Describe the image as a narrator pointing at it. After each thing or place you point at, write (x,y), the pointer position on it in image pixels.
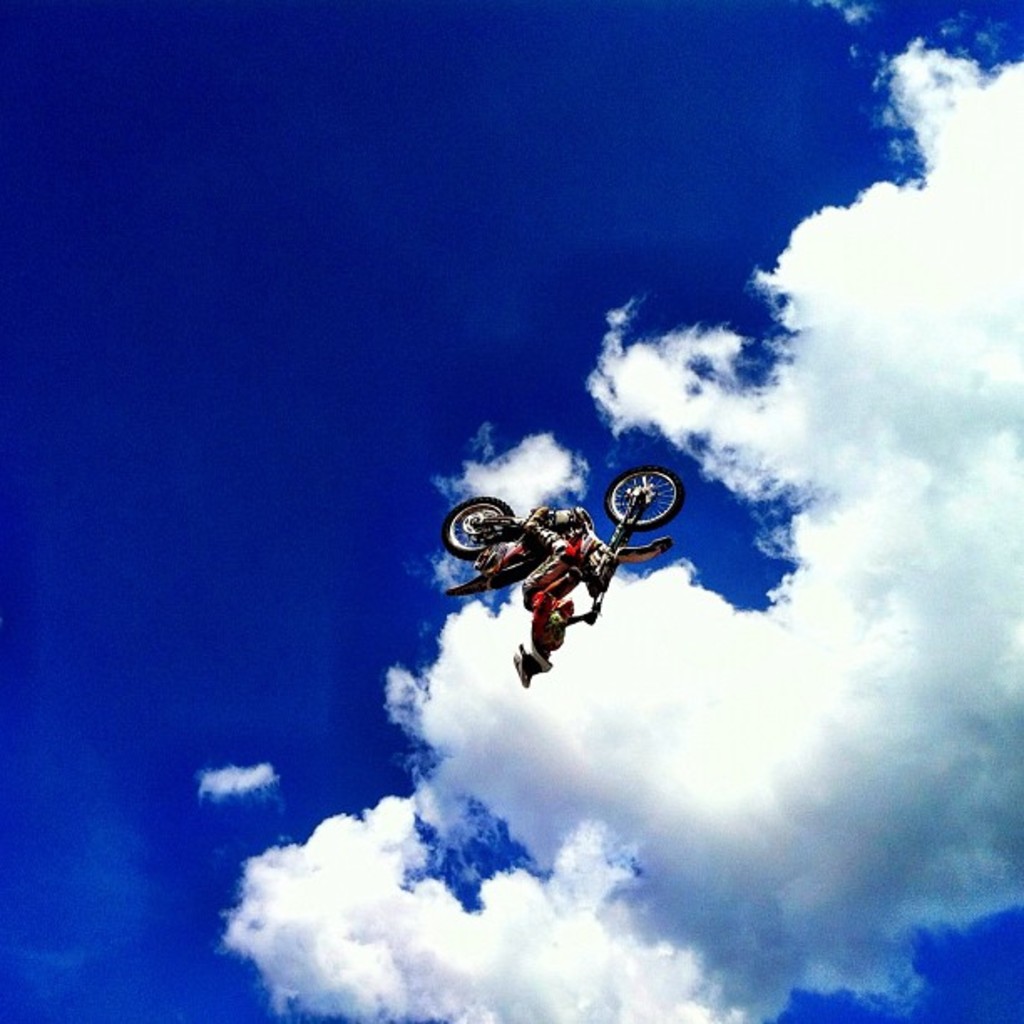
In this image I can see the sky (322,442) and in the middle (519,575) I can see the motorbike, on the motorbike (659,472) I can see a person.
